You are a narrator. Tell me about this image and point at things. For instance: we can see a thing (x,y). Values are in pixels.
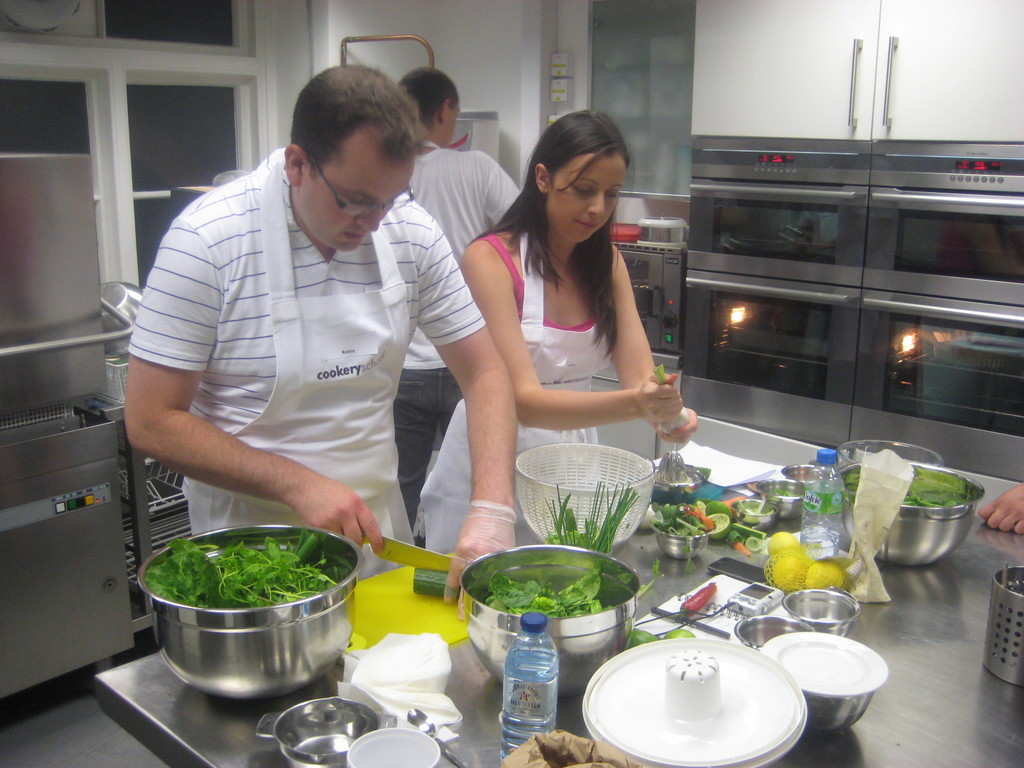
In this image there is a man (228,334) holding a knife (407,562) is chopping a vegetable (419,574) on a chopping board (386,599), beside the man (442,312) there is a woman (582,371) holding some object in her hand (668,414), in front of them on the table (460,649) there are utensils (553,625) and some other objects (512,683), behind them there is a person (441,193) standing, around them there are microwave ovens (666,285) and fryers (72,402), on top of the oven (830,232) there are wooden cupboards (833,130), in the background of the image (661,99) there are glass windows (616,78) on the walls (515,158).
